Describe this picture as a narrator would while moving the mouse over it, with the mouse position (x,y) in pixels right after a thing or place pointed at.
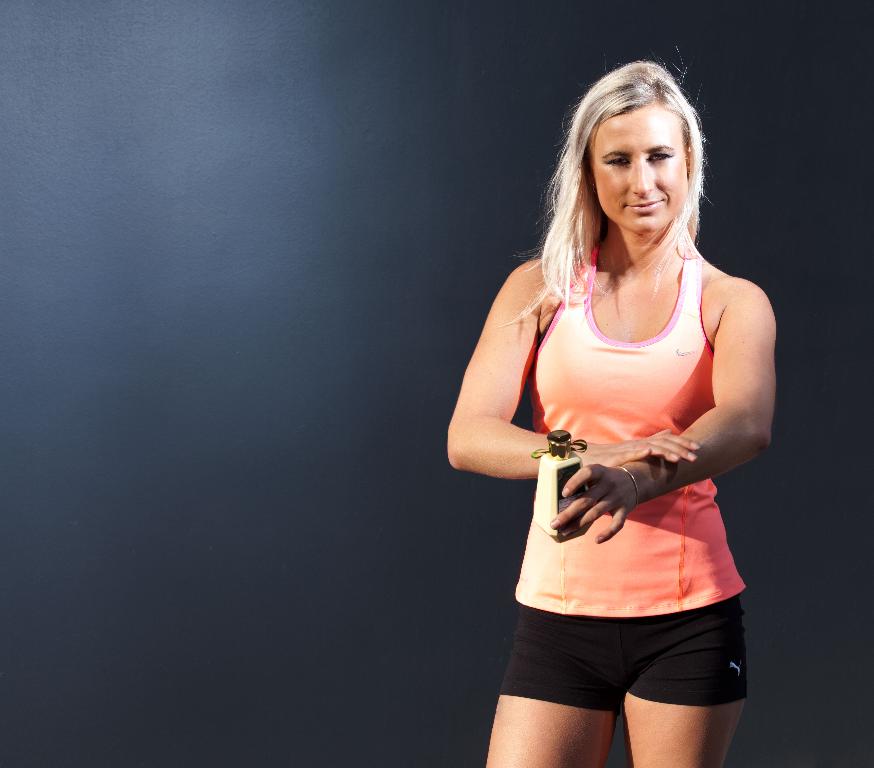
In this image I can see woman (527,286) standing and wearing peach and black color. She is holding something (573,457). I can see black color background (326,221).
